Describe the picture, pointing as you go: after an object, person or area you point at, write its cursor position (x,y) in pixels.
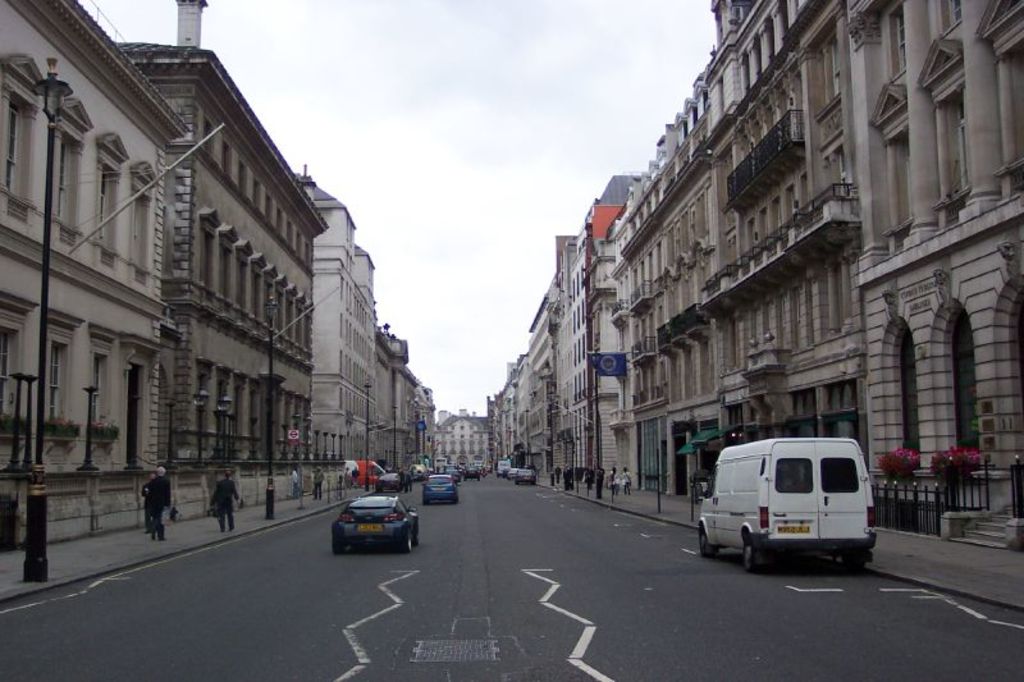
In this image I can see few vehicles (391,526) on the road (567,609) and few people (316,477) are walking. Both-sides I can see buildings (880,242) and windows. I can see light poles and a boards (613,360). The sky (477,160) is in white and grey color.
